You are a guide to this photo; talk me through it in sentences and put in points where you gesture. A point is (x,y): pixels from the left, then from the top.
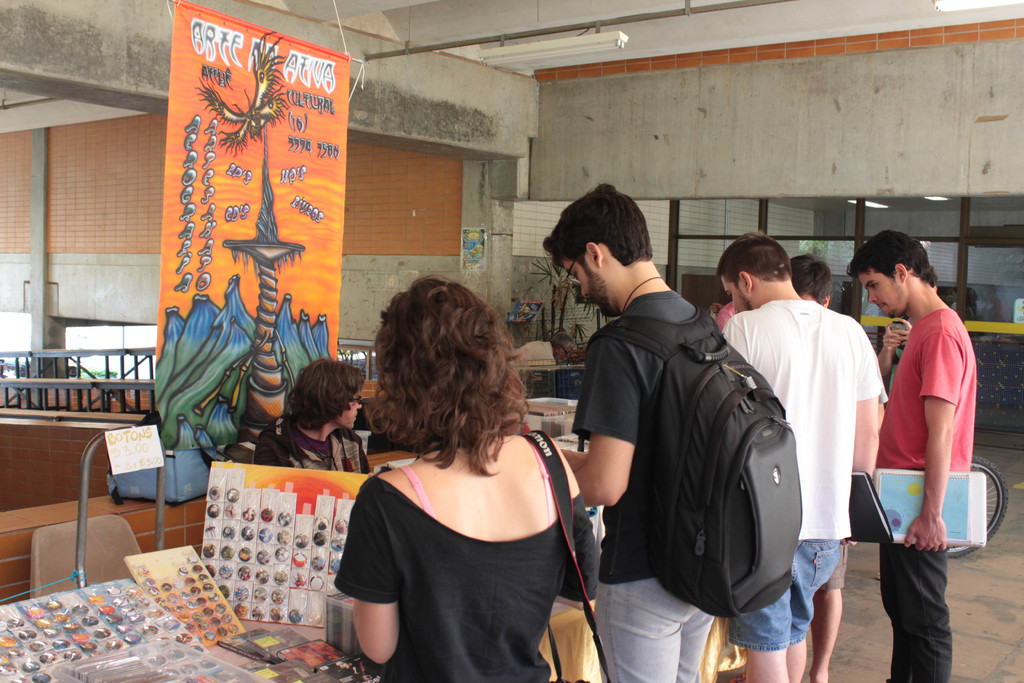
In this image there are many people (600,579). To the left (295,622), there is a table (312,635) on which some charts (226,603) are kept. In the background (267,201), there is banner (215,85) and walls (141,225) along with pillars (493,252).
